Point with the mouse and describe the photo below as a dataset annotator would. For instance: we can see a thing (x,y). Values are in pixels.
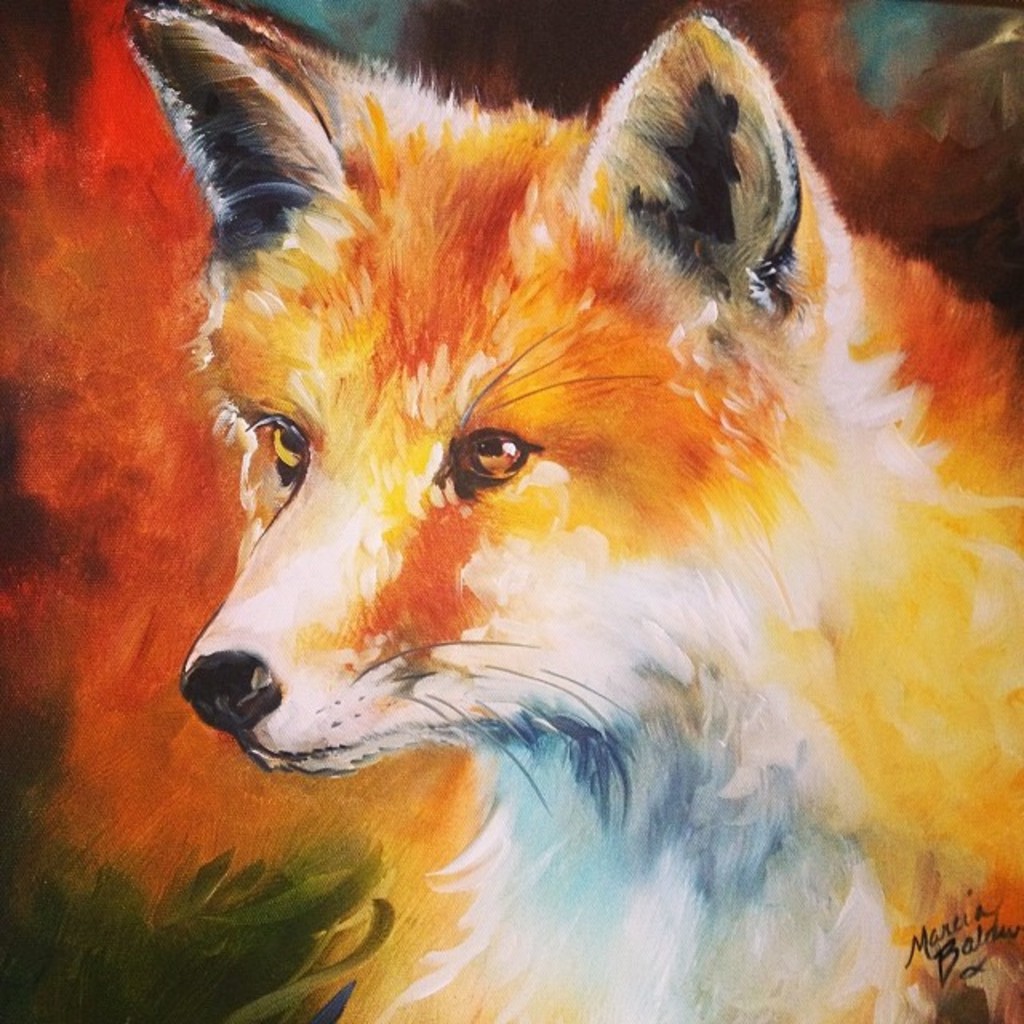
In this picture, we can see the painting (310,679) on a fox (290,452) and on the painting (801,882) it is written something.
